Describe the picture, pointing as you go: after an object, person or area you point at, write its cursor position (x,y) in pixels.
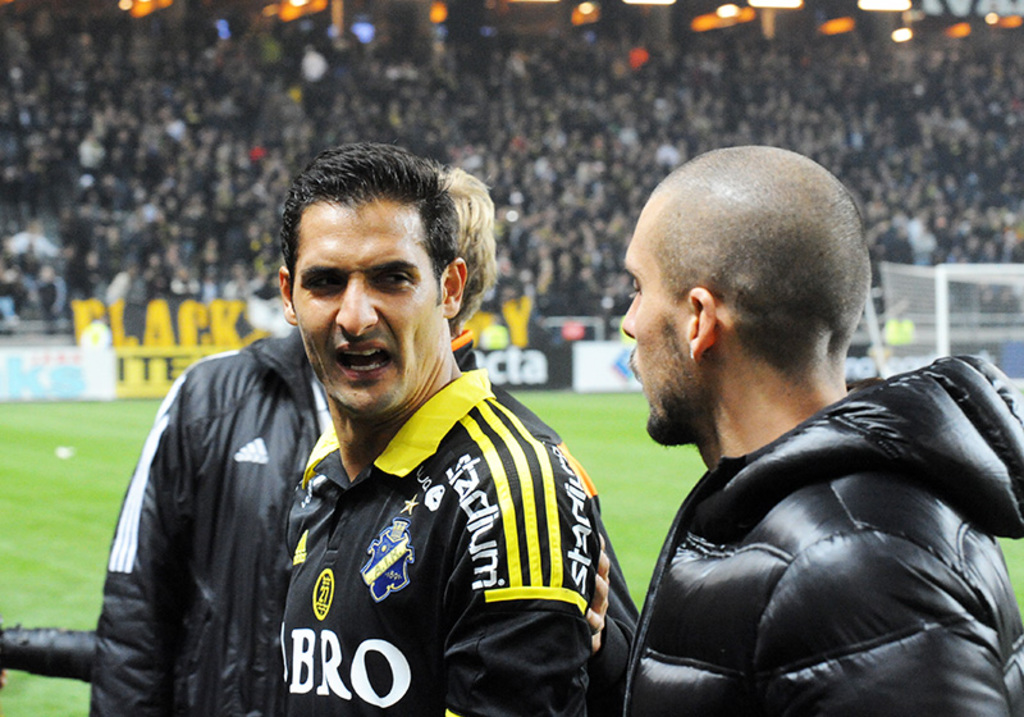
In the foreground of the picture (498,401) there are three men (321,416). This is a picture taken in a stadium (975,293). In the center of the picture (610,398) it is football ground (45,447). At the top (250,111) there are audience (476,74) and lights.
